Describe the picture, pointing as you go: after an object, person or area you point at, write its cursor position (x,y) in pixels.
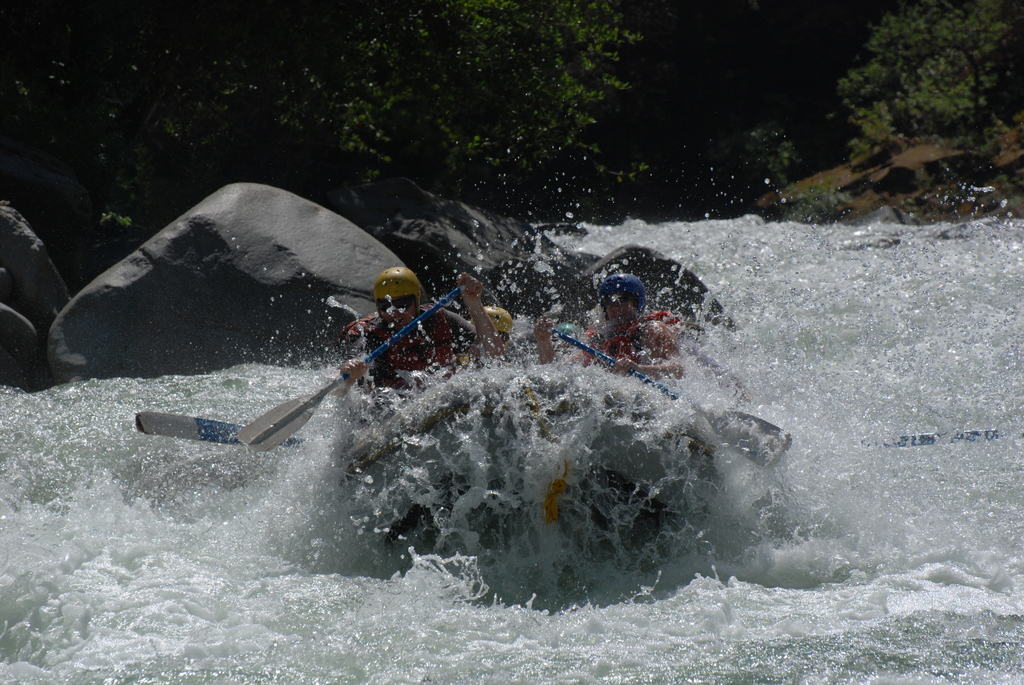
In this picture I can see a boat (536,374) which is on the water (292,454) and on the boat (536,415) I can see few persons (386,311) holding paddles (396,336). In the background (324,340) I can see the rocks (264,207) and the trees (537,97).
